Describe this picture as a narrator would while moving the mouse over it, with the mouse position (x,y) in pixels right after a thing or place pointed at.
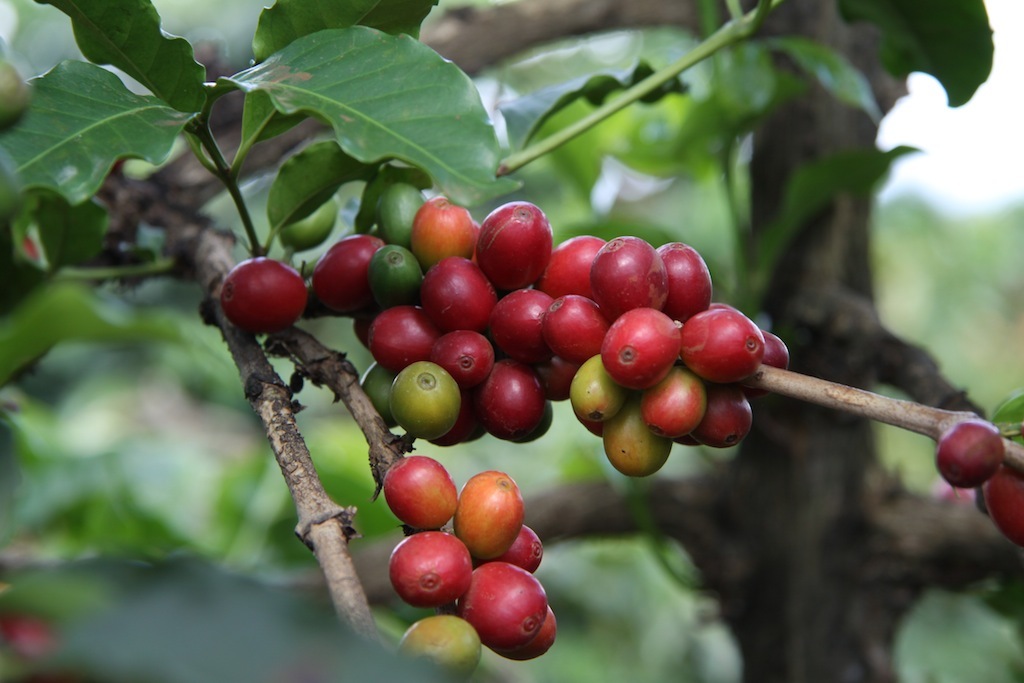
In this picture we can see red cherries (510,345) on the tree (278,223). Behind there is a blur green background (165,530).
